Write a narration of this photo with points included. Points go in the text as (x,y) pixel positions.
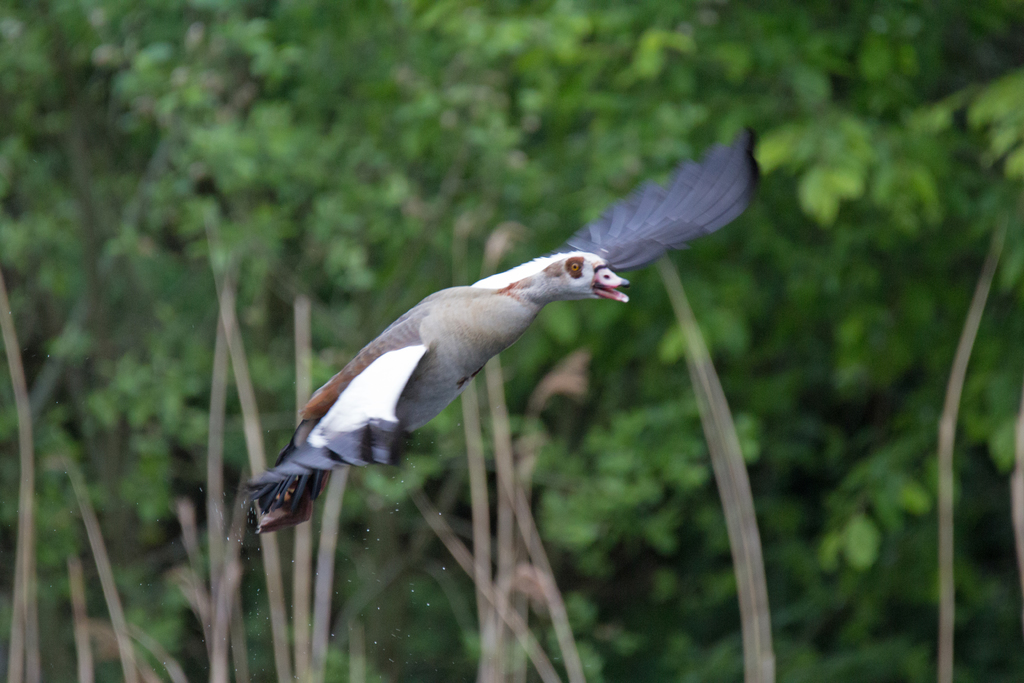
In the image there is a bird (490,317) flying in the air (261,440) and the background of the bird (577,238) is green.
